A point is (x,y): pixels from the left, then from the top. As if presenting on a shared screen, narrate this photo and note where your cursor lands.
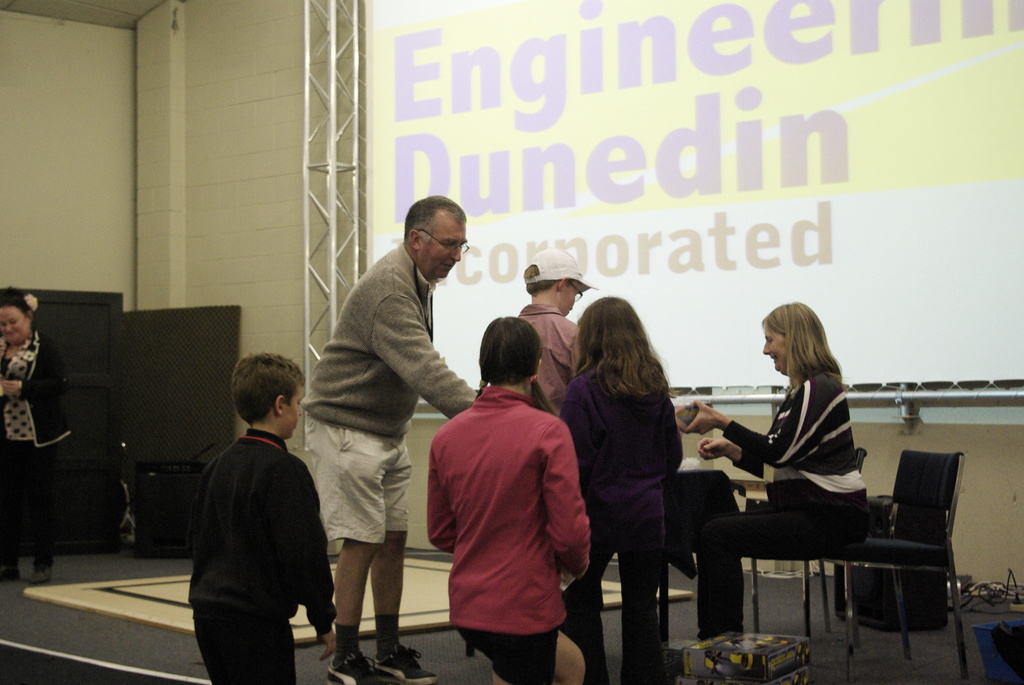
On the stage (169,647) there are four kids (553,400) and one man (366,464) is standing. And to the right side (831,523) a woman (792,478) is sitting on a chair (822,561). And in the background (811,169) there is a screen (767,103). And to the left corner (46,349) there is a lady (12,384) with black jacket (42,406) and she is standing.
